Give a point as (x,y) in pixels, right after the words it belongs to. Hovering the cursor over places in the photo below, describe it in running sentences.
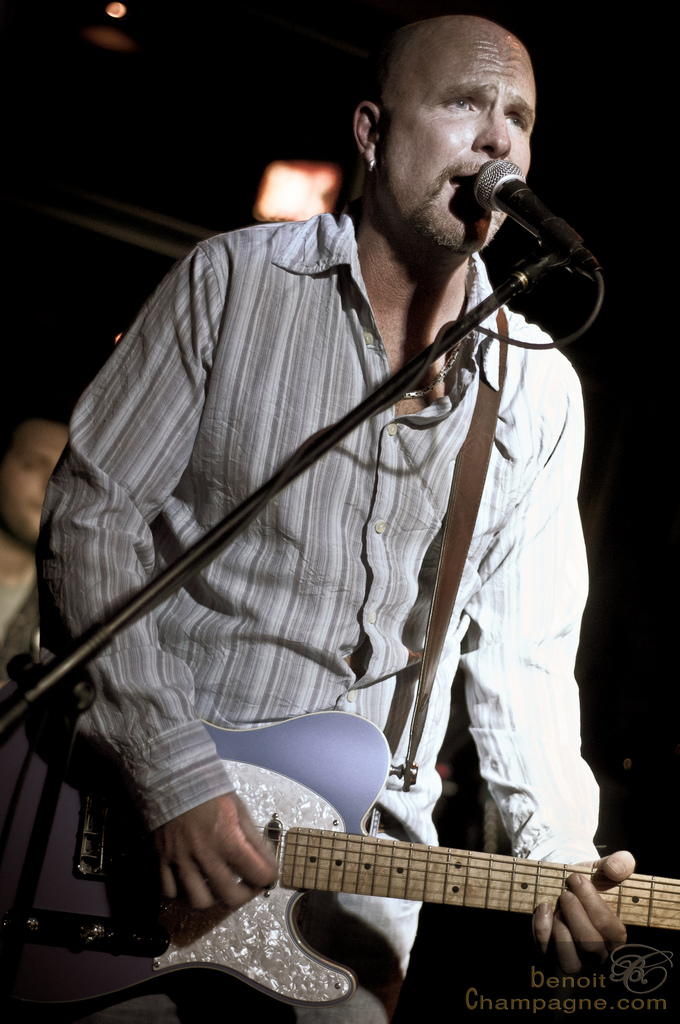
In this image we have a man (167,695) standing and playing a guitar (28,988) by singing a song in the microphone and at the back ground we have another person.
